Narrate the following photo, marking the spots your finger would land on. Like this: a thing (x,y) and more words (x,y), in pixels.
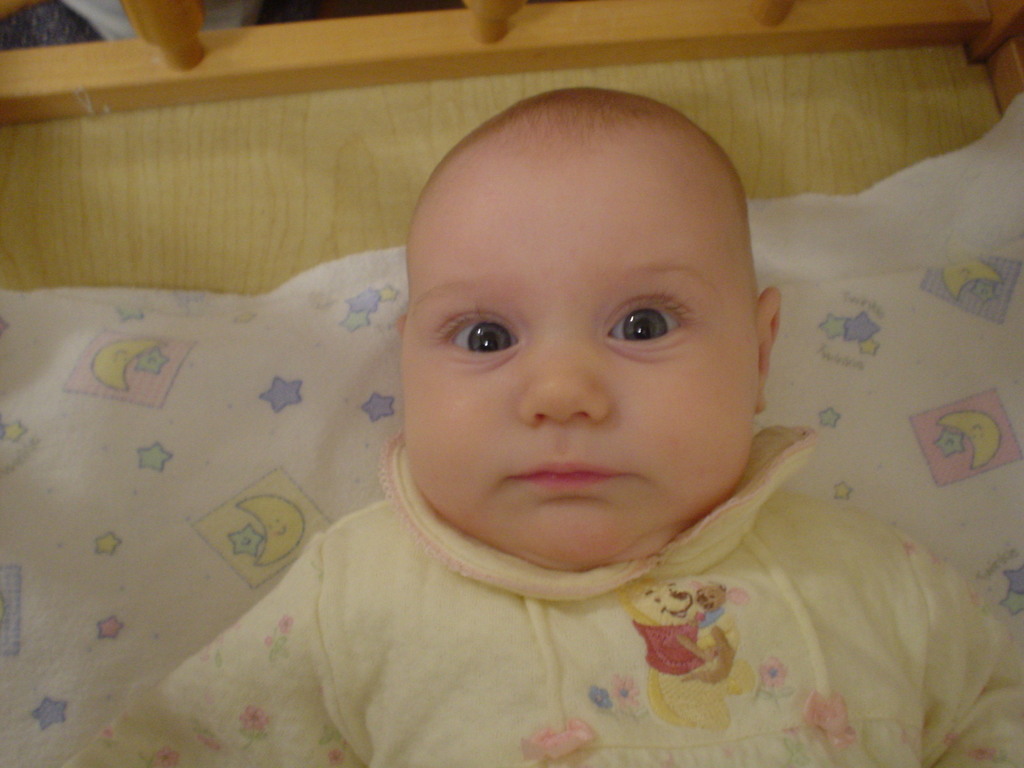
There is a baby (510,657) wearing yellow dress (602,665) is lying on a white color object (878,395).
